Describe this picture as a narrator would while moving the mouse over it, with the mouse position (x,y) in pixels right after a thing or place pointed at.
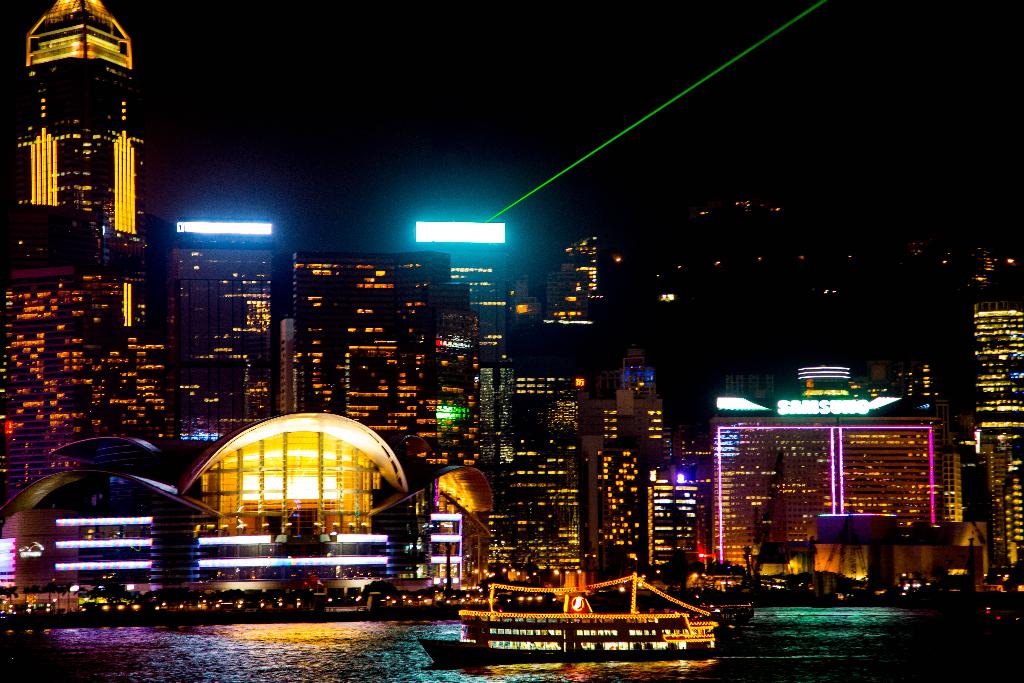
It is a beautiful night view of a city (374,512) there are plenty of buildings (908,443) and organisations (40,172) and there is a ship (642,623) moving on the water surface (414,641) in the front (411,641), the picture is very colorful.
